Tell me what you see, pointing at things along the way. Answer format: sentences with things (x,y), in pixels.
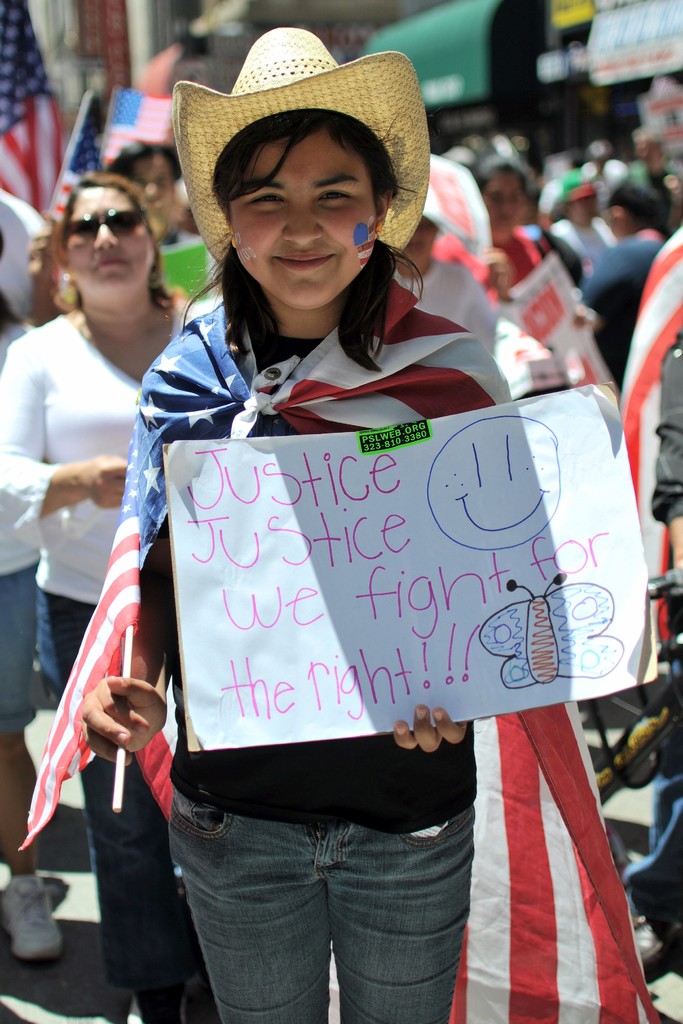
There is one woman (134,443) standing and holding a poster (297,514) as we can see in the middle of this image (400,643). We can see a crowd (500,228) in the background (52,375).
